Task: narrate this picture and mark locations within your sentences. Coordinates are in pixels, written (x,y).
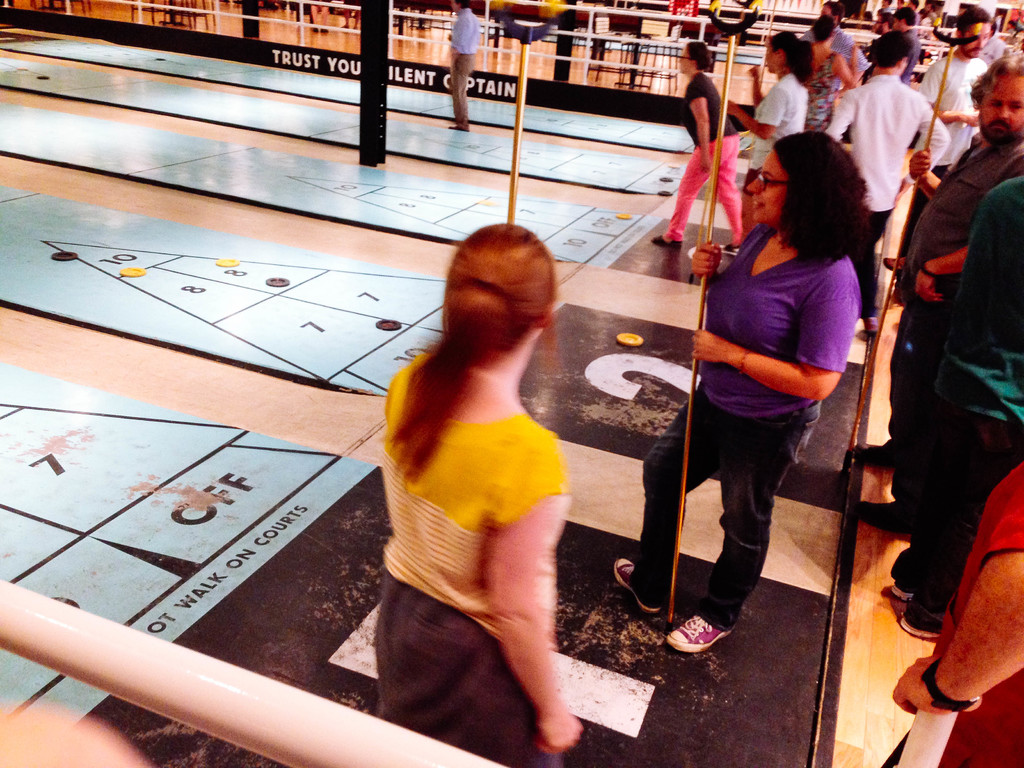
In this image few people (943,108) are playing some floor game. They are holding stick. In the background (653,63) there are many chairs (596,61) and tables (641,54).
